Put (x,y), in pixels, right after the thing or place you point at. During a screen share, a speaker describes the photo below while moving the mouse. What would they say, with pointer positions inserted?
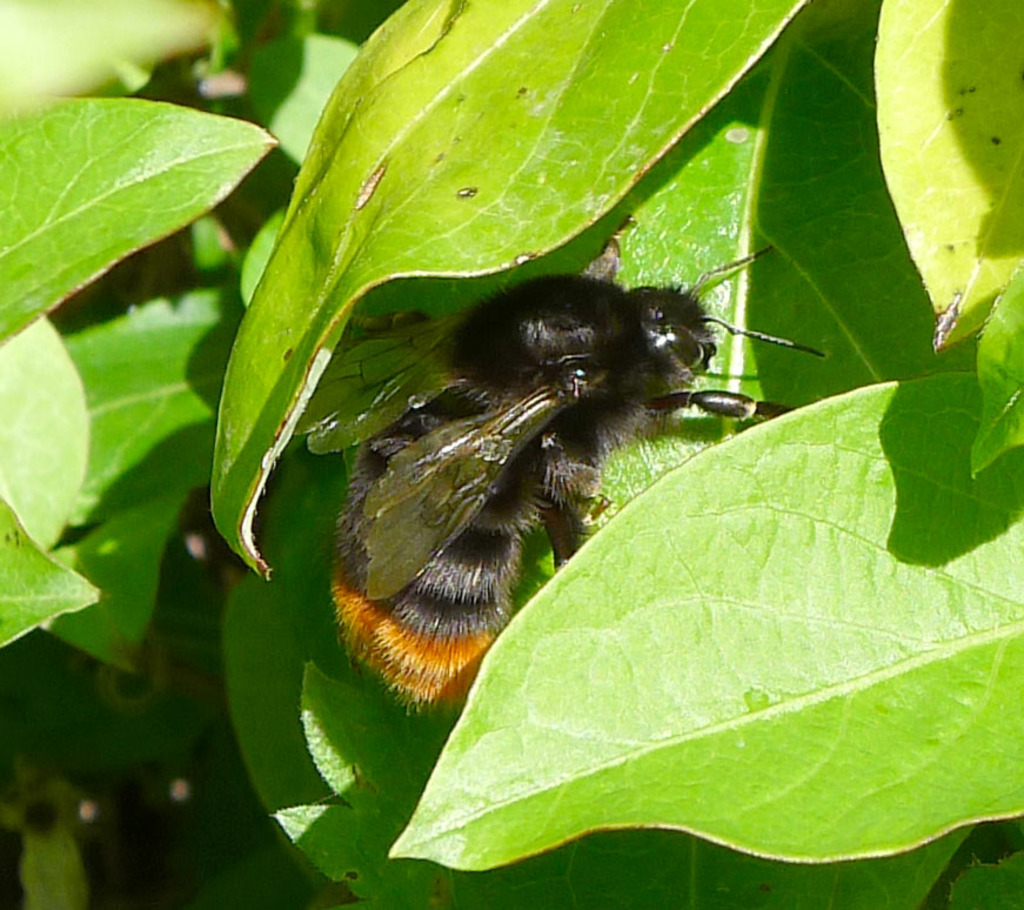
In this image we can see an insect (446,590) on a leaf (328,532) and there are leaves (289,210) of a plant (81,690).
